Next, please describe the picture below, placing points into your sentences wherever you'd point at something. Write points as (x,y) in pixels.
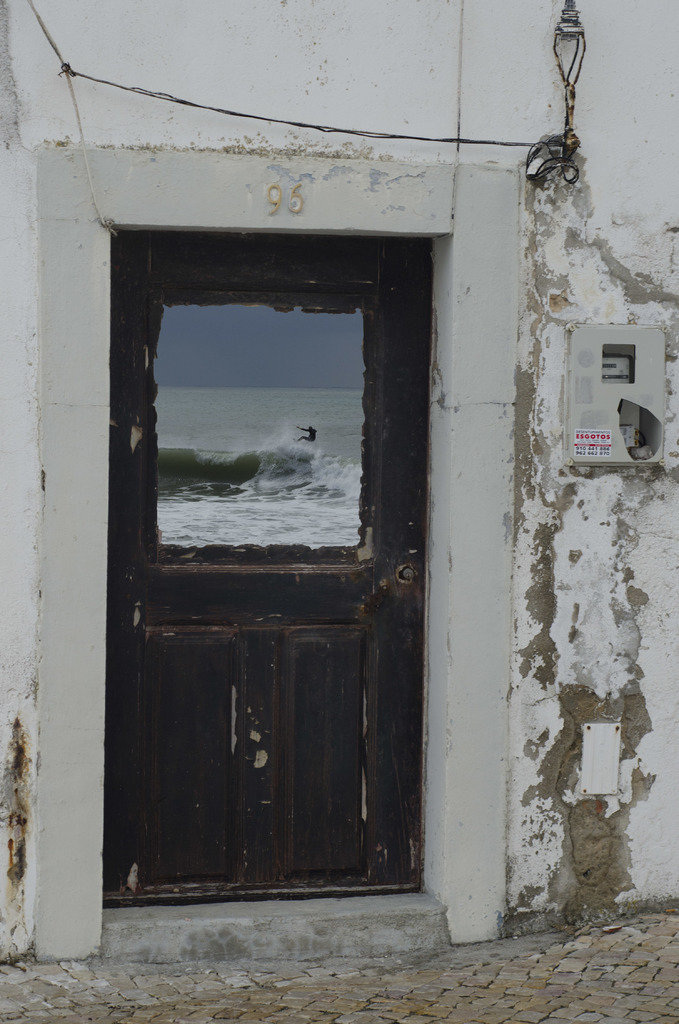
In this picture we can see a door (306,282), wall (448,291), box (661,329), footpath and from door (150,494) we can see a person (309,427) on water (261,487).
